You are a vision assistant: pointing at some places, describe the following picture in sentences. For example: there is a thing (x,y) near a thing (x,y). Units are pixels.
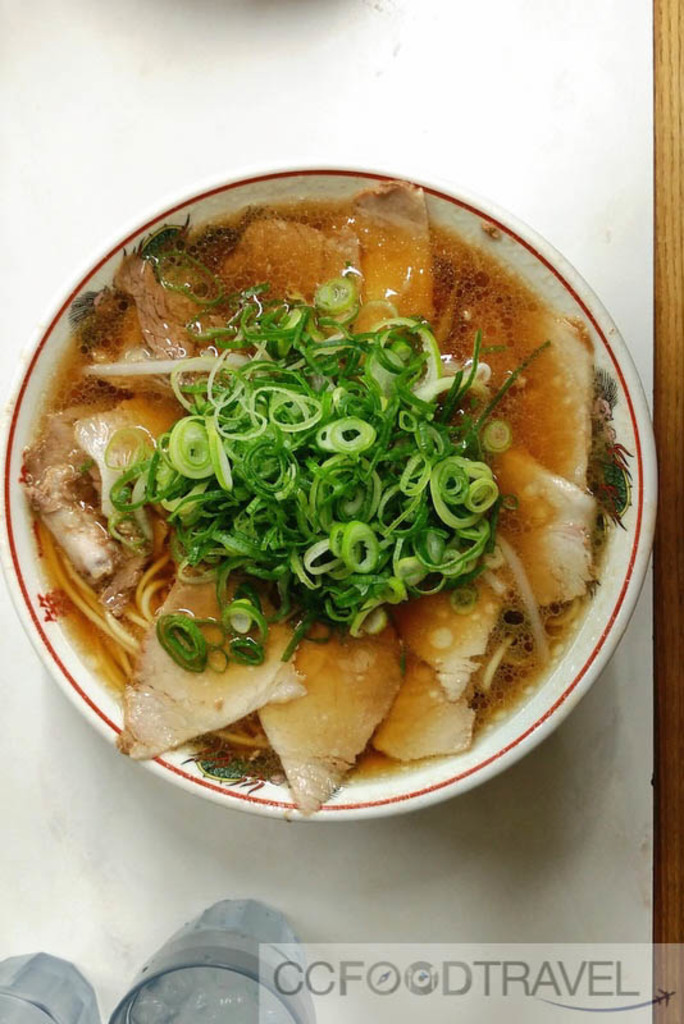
In this picture we can see some food (235,305) in a bowl (505,248). This bowl (505,248) is on a white surface (18,786). We can see glasses (48,994) and some text (531,981) in the bottom right (572,994).
